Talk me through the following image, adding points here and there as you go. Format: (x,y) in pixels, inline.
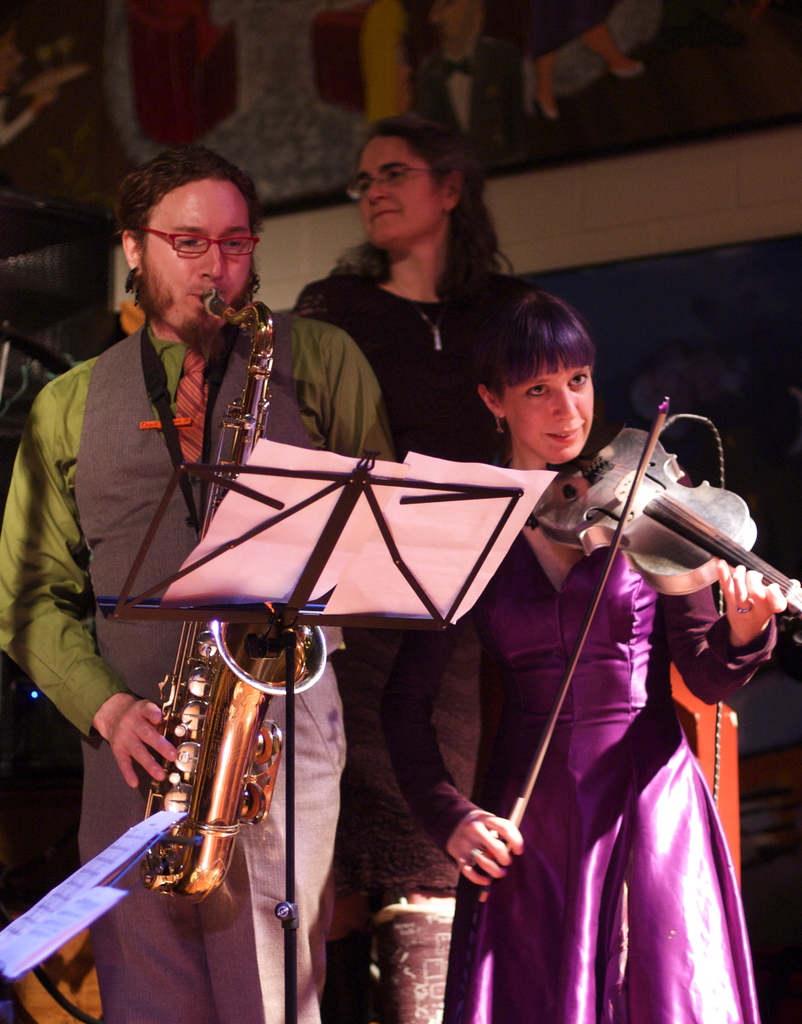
In this image a man (286,393) wearing a green shirt (65,501) is playing the saxophone (252,374). beside him a woman (508,660) wearing a purple dress (577,775) is playing violin (619,509). In front of them there is a stand (352,497). On the stand (350,507) there is a paper (296,523) with notes (252,553). Behind them there is a lady (365,302) standing. In the background (429,67) there is a wall (154,107) on it there is a painting (407,39).
